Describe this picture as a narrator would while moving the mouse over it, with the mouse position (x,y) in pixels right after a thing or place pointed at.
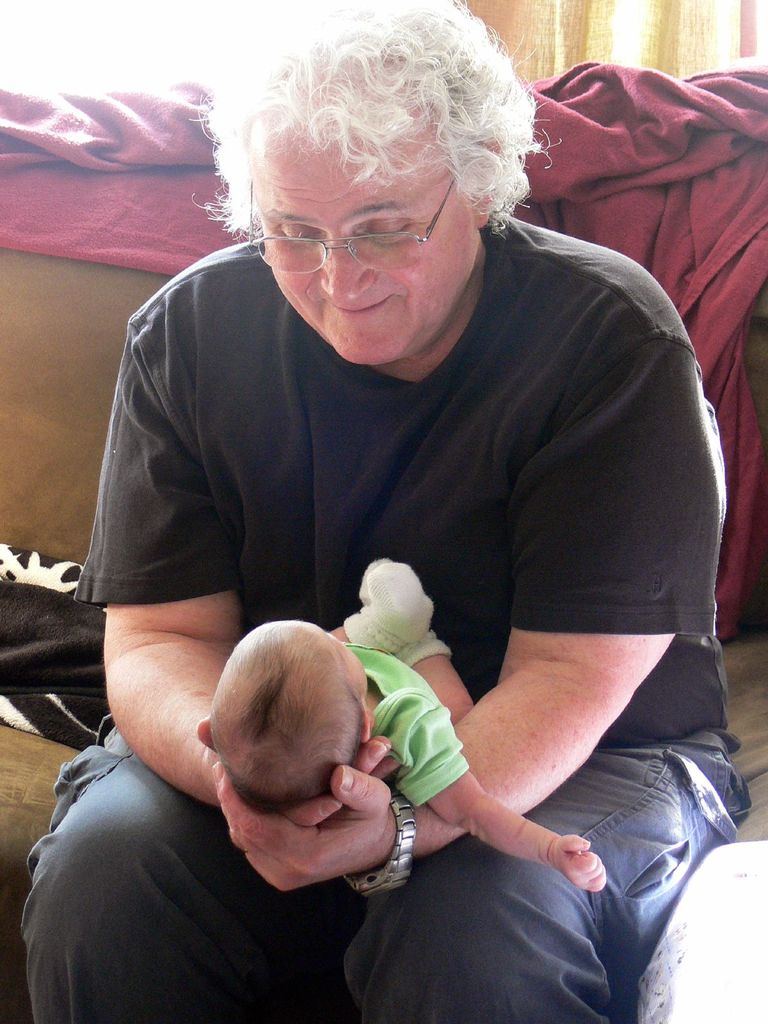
In this image I can see a person (544,521) wearing black color dress (571,486) is sitting on a couch (763,806) and holding a baby (374,684) in hands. I can see a red and black colored clothes (41,638) on the couch (12,530). In the background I can see the window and the curtain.
